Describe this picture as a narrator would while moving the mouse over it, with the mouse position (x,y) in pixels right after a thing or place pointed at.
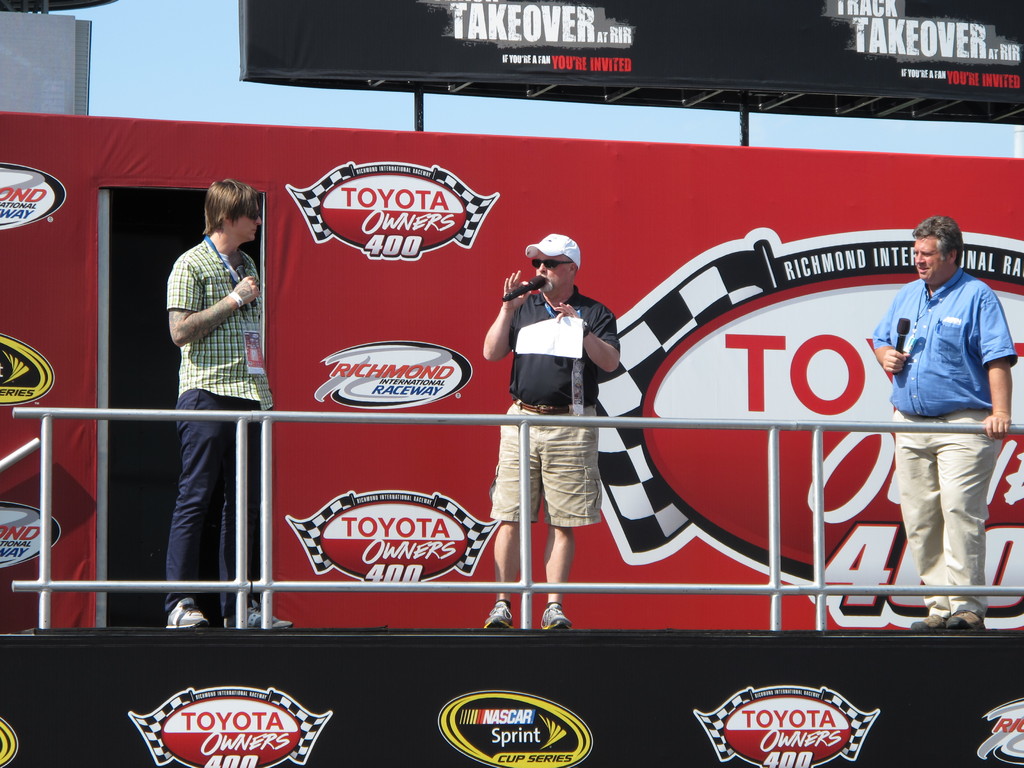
There is some racing competition being held, there are three men (550,460) standing on the stage (778,618) and the person (561,303) standing in the middle (516,333) is speaking something and behind these people (910,295) there is a big banner (417,171) and above the banner (418,132) there is a blackboard (559,68). In the background (187,112) there is a sky (190,100).
